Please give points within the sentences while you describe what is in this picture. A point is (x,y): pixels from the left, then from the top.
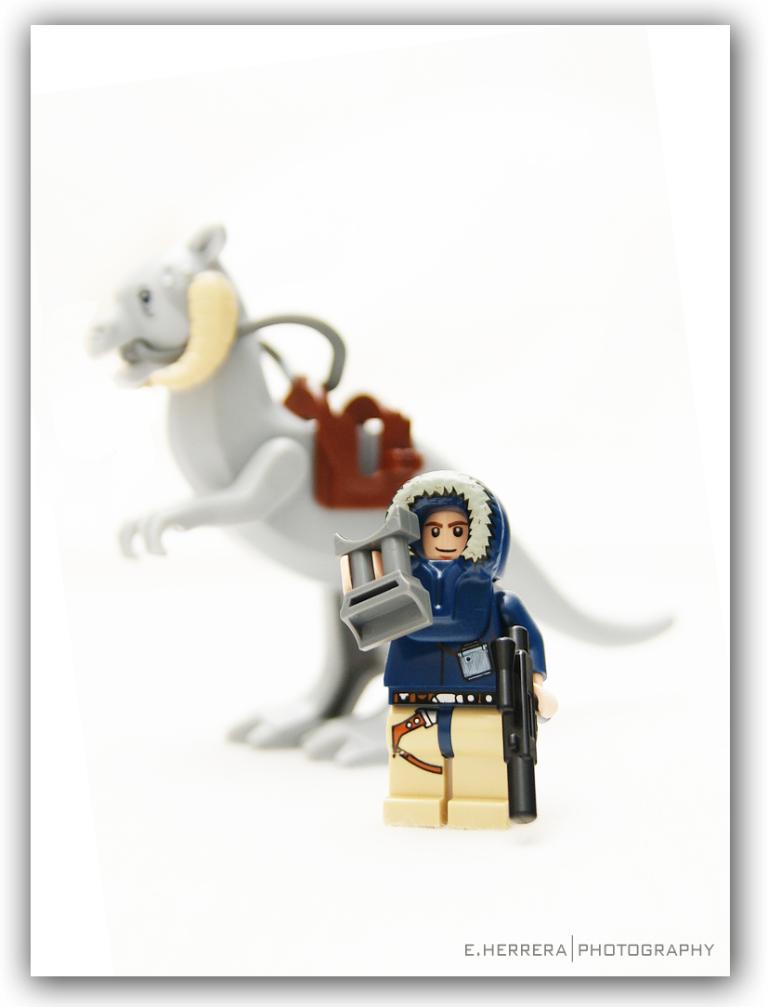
This is an edited image. In this image we can see some toys (318,715) placed on the surface (370,829).
